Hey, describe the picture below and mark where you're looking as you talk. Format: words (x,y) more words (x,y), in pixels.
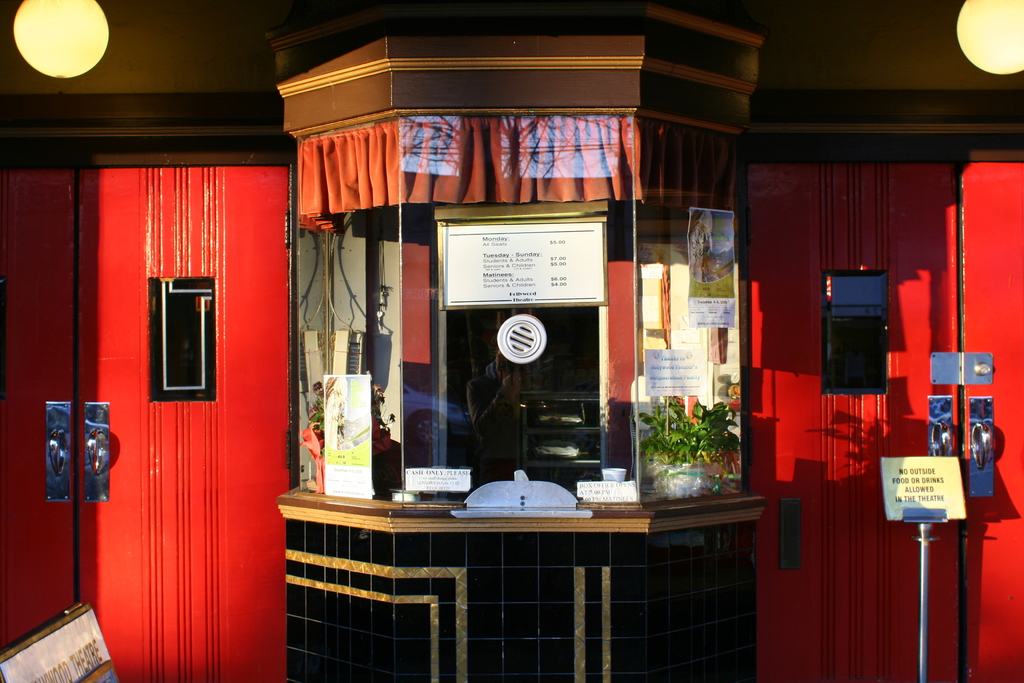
In this image it looks like a counter (459,385) where we can see there are posters (510,224) on the glass (643,360). Inside the glass (500,323) there is a curtain (395,179). There are doors (902,417) on either side of the counter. At the top (68,22) there are two lights (82,15) which are hanging. Inside the counter (711,395) there is a flower vase (679,458). On the right side (905,497) there is a stand (930,514) on which there is a card (897,493).
